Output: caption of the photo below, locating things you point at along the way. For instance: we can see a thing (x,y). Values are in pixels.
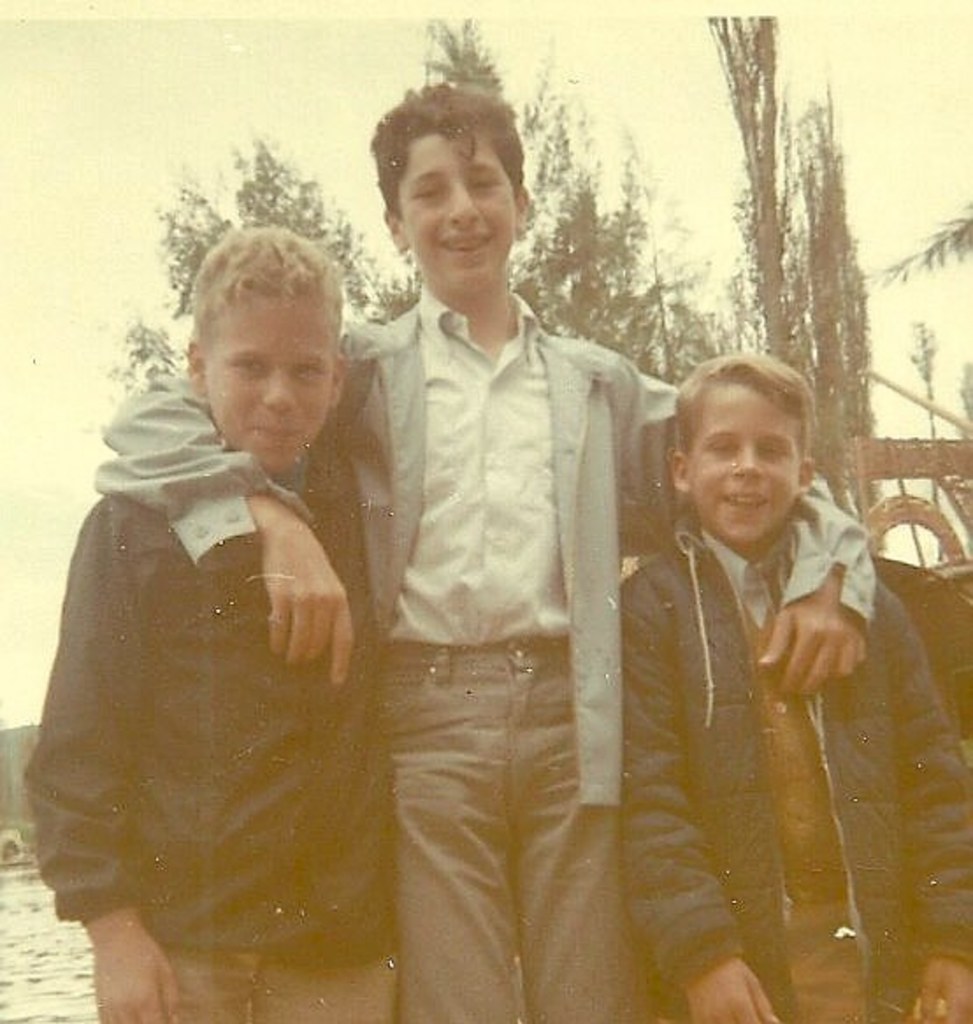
In this image there is a photograph (407,439) of three kids (407,439) standing with a smile on their face (265,416), behind them there are trees (373,309).
